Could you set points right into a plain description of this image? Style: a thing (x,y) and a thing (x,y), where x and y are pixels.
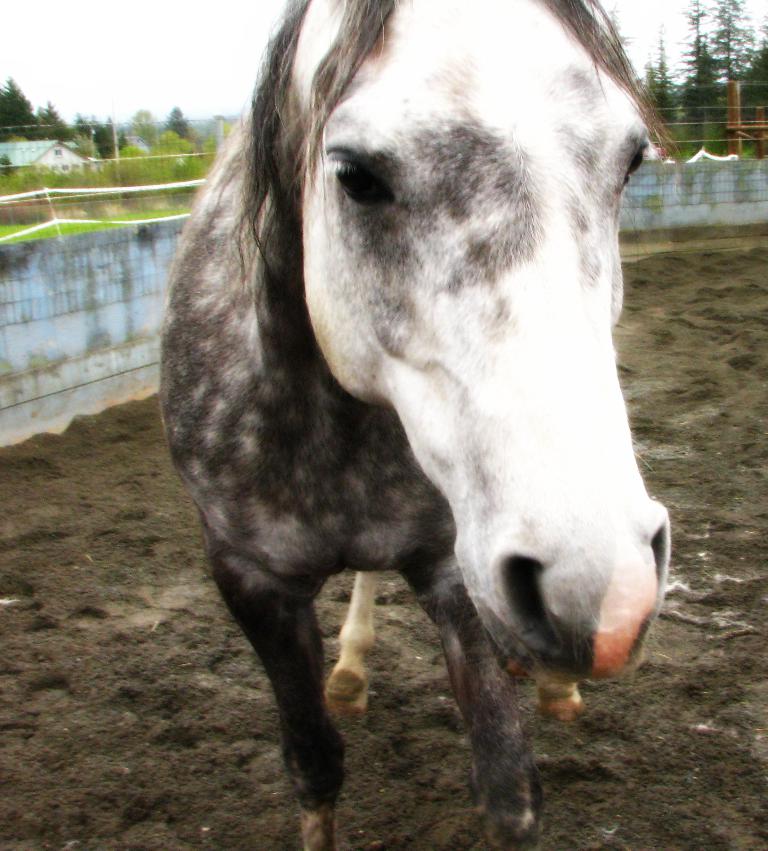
In the image in the center (400,355) we can see one horse (401,392), which is in black and white color. In the background (198,140) we can see the sky (205,70), clouds (215,74), trees (718,84), poles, building (22,153), wall (98,320), roof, fence (729,108) etc.
